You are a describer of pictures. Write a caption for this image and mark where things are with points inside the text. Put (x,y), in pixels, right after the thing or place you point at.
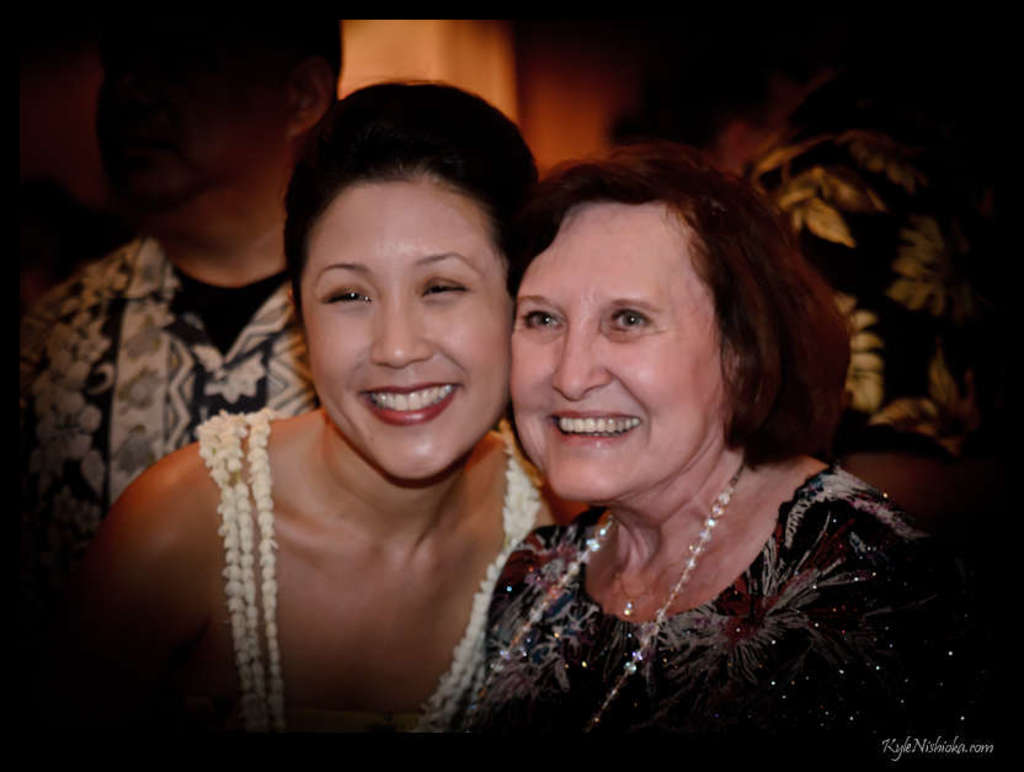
In this image we can see two womens (572,579) are smiling, backside of them two persons (886,197) are there.
